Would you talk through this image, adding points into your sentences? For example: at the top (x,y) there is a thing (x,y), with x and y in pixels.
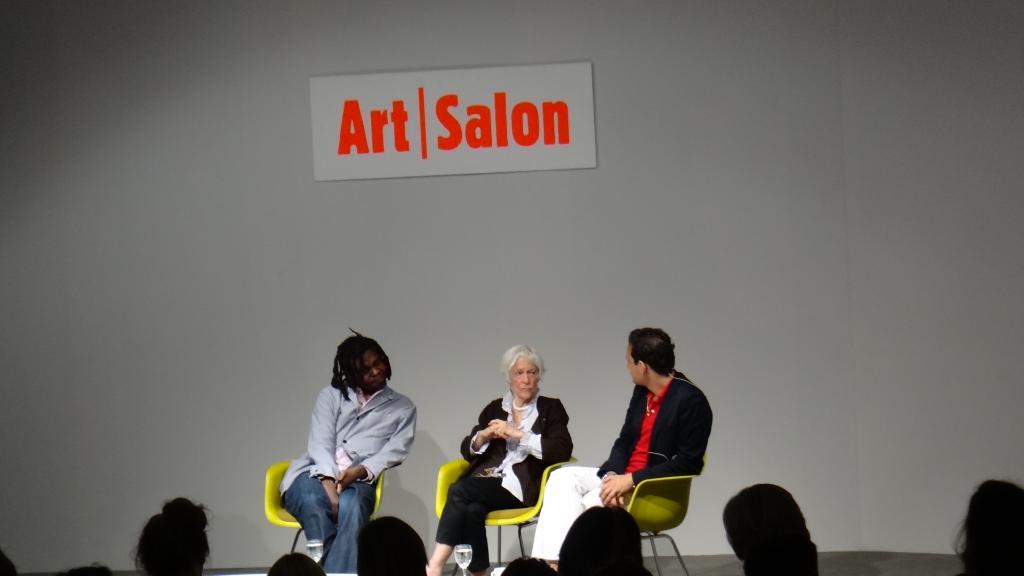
There are three persons (699,455) sitting on chairs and we can see board (492,140) on wall (494,238). Here we can see persons heads (769,494).
